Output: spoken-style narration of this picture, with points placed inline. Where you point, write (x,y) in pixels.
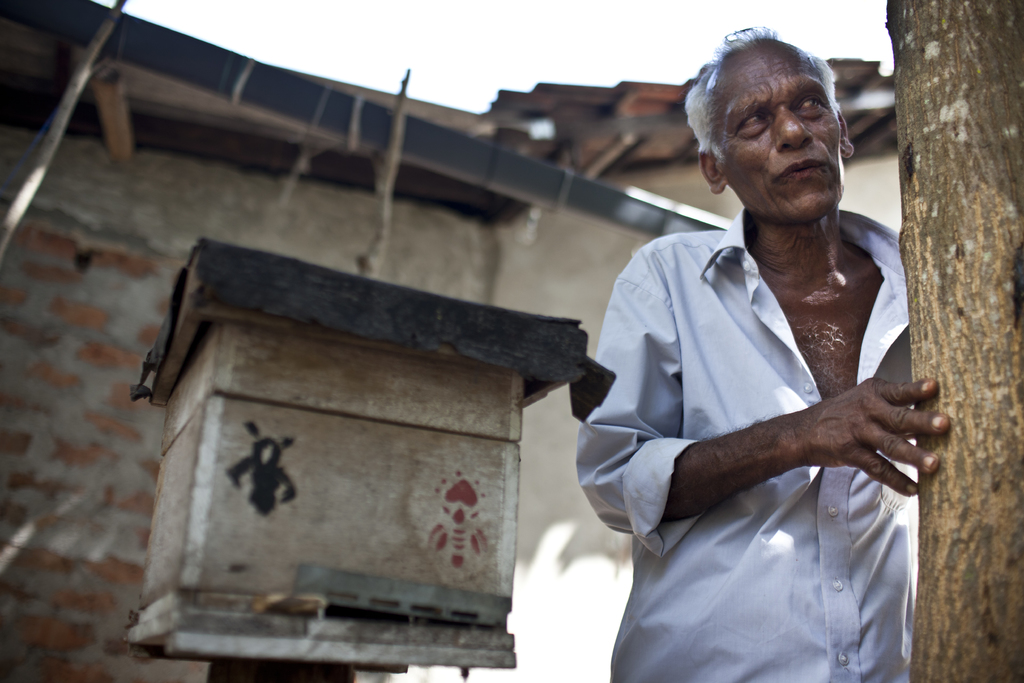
In this image, on the right side (971,568), we can see a wooden trunk (1008,222), we can also see a man (899,259) holding a wooden trunk (984,418). In the middle of the image (358,397), we can see a wood box (198,483). In the background (575,184), we can see a house (114,369), brick wall (196,220) and wood sticks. At the top (500,9), we can see a sky (447,11).
